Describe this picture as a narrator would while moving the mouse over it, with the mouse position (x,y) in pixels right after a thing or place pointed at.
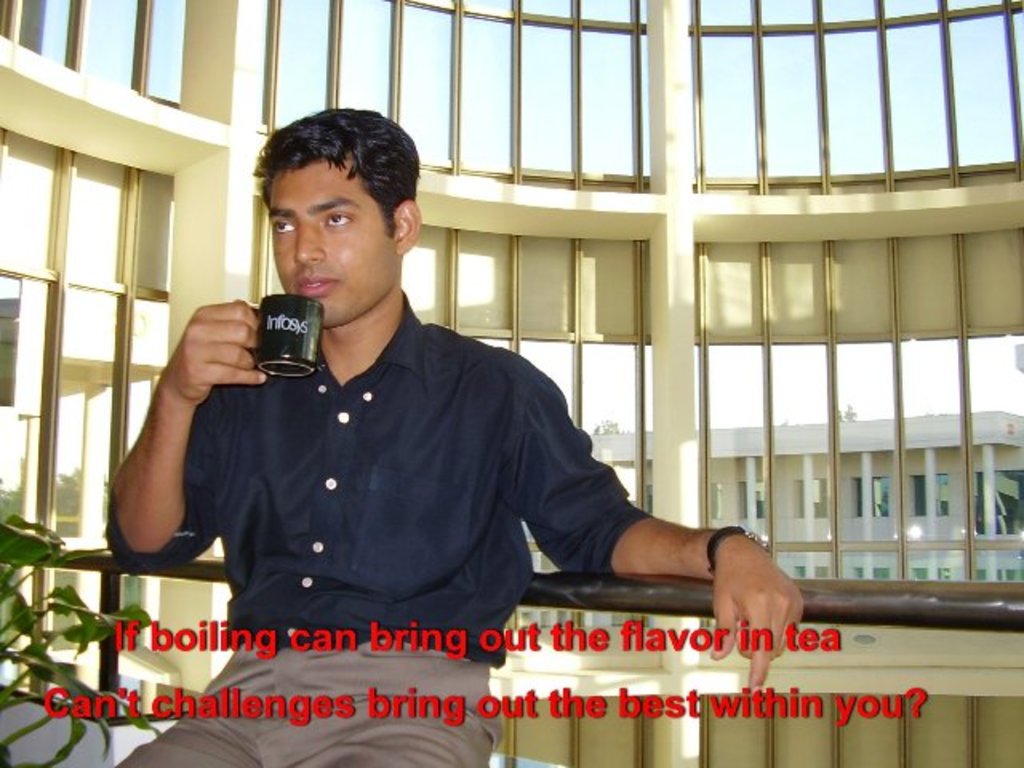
In the foreground of the picture (466,515) we can see a person (320,486) holding a cup (297,376) and there are railing (598,574), plant (66,596) and text (148,696). In the background (777,318) we can see a building (659,140), wall (31,122) with glass windows (908,382), outside the windows (999,352) there are trees (14,504) and building (804,481). At the top (615,60) we can see sky (553,80).
